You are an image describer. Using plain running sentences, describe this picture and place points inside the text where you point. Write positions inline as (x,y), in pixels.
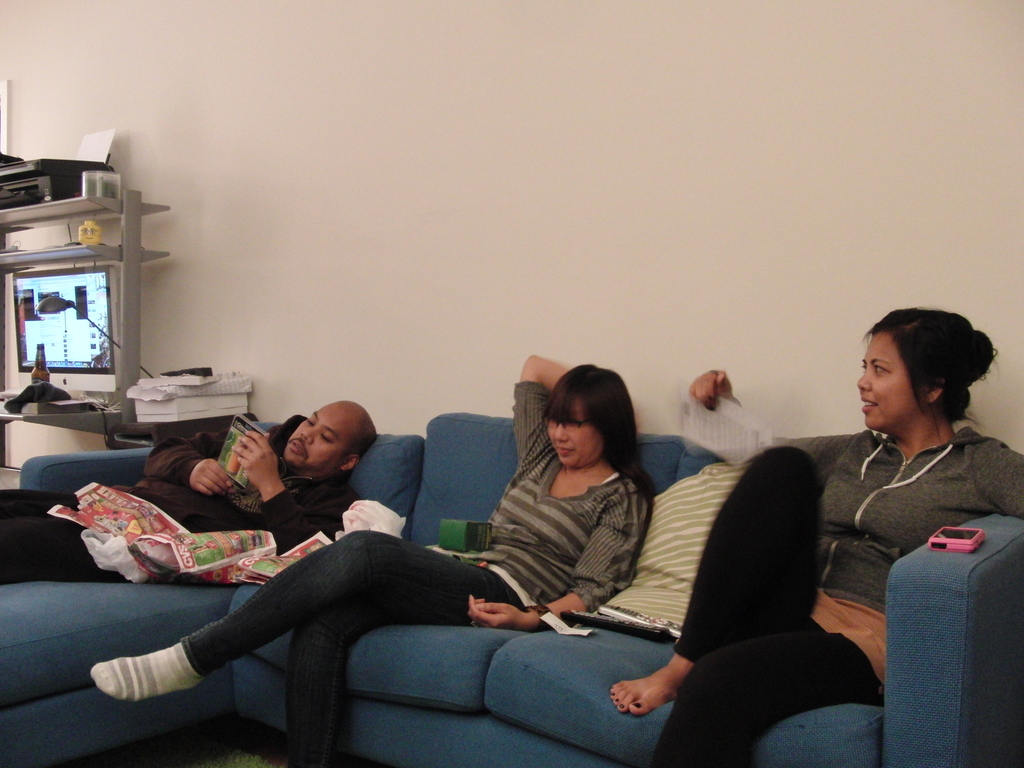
In this image I can see three people (364,428) where two of them are sitting on a sofa (487,501) and one is lying on it. In the background (85,362) I can see a screen (65,318) and a bottle (40,372).
